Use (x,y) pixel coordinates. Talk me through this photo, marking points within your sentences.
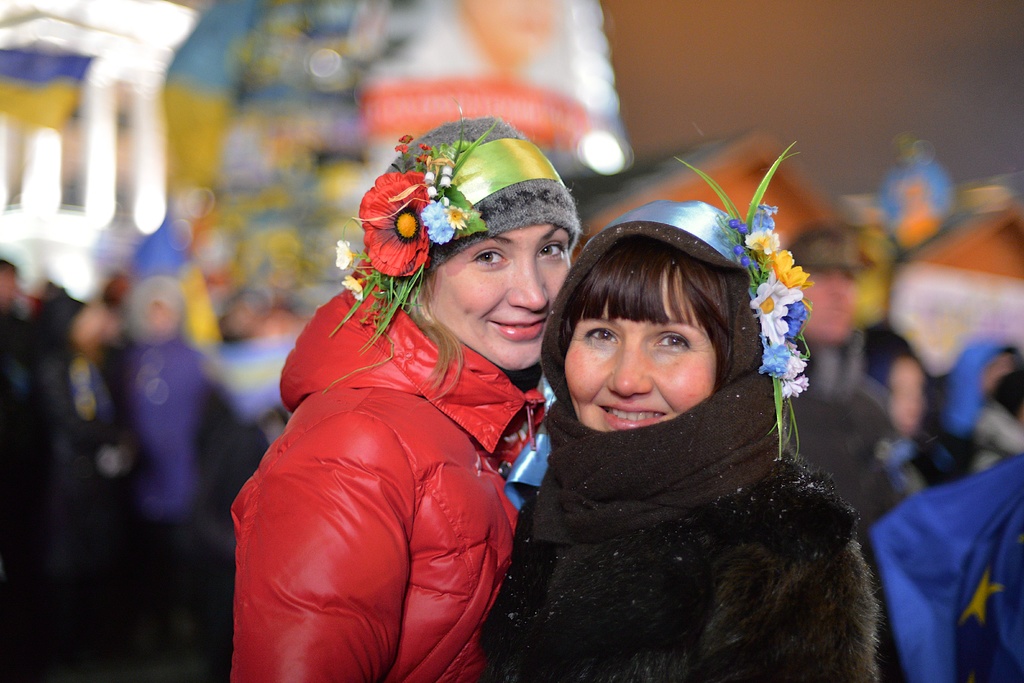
In this picture there are two women (511,529) wearing red and black dress (604,546) and there are few flowers (735,221) on their head (501,159) and there are few other people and some other objects (518,91) in the background (642,158).
